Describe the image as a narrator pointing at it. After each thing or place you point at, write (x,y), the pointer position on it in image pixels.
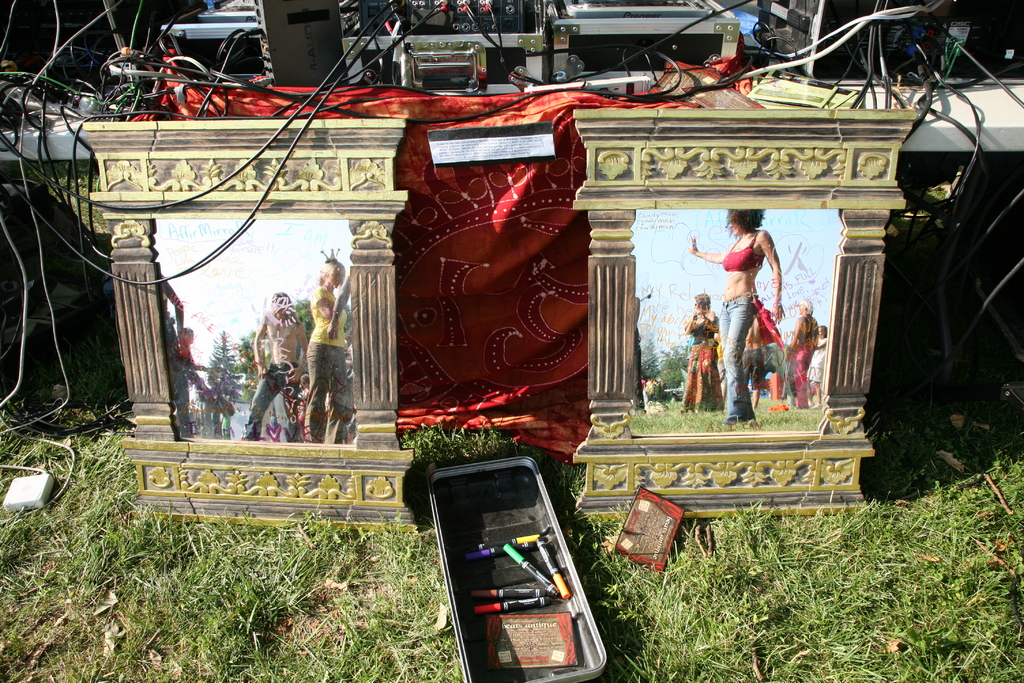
This picture is clicked outside. In the foreground (210,597) we can see the green grass (232,581) and a box (514,470) containing some items (528,596) is placed on the ground (610,574) and we can see the two objects (351,441) which seems to be the picture frames (231,470) containing the pictures (284,333) of group of people (702,331) and the sky (228,328) and trees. In the background (418,75) we can see the electronic devices (481,85) which are placed on the top of the table (1009,116) and we can see the cables (155,74) and some other items (704,102).
